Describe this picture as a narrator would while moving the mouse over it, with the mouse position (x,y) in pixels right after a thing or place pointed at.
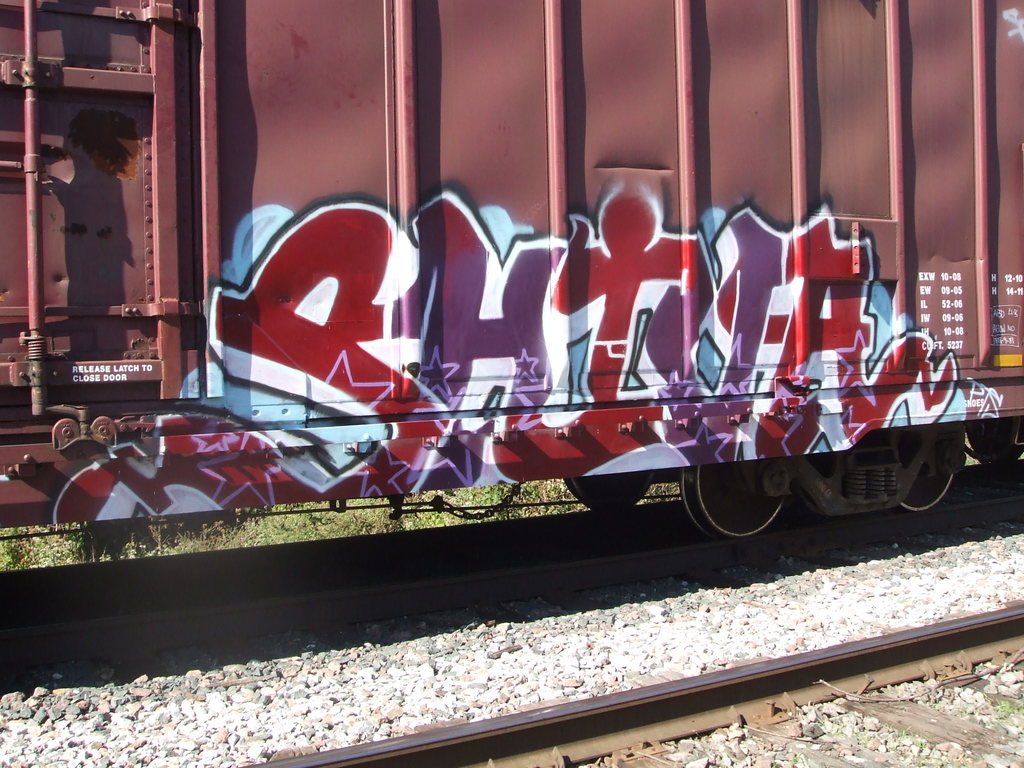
In this image we can see a train (644,432) on the track (609,526). We can also see some graffiti (649,468) on it. We can see some grass (564,493) and stones (627,631).
